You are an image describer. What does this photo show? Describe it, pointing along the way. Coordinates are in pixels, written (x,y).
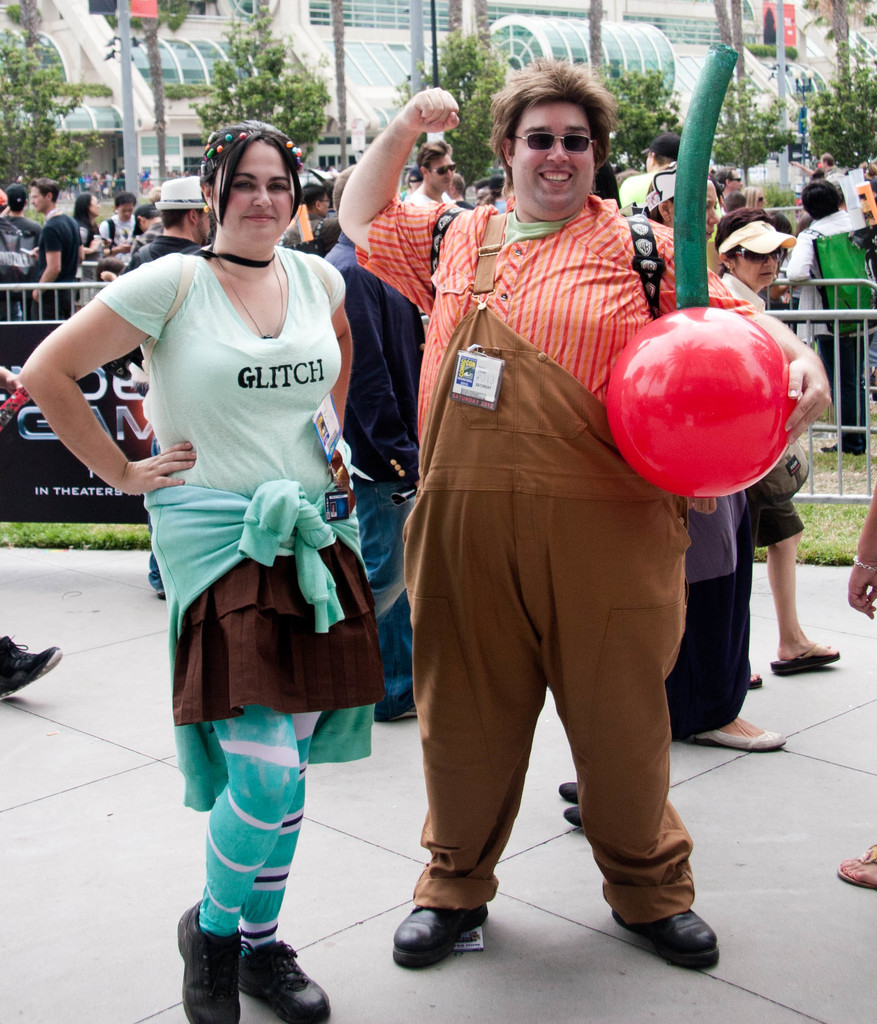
In the center of the image (572,538), we can see a man (465,299) and a lady (172,483) wearing id cards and one of them is holding a balloon (623,375). In the background (72,194), there are buildings (211,69), trees (159,104) and many people (91,277) and a fence (49,284) and poles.
